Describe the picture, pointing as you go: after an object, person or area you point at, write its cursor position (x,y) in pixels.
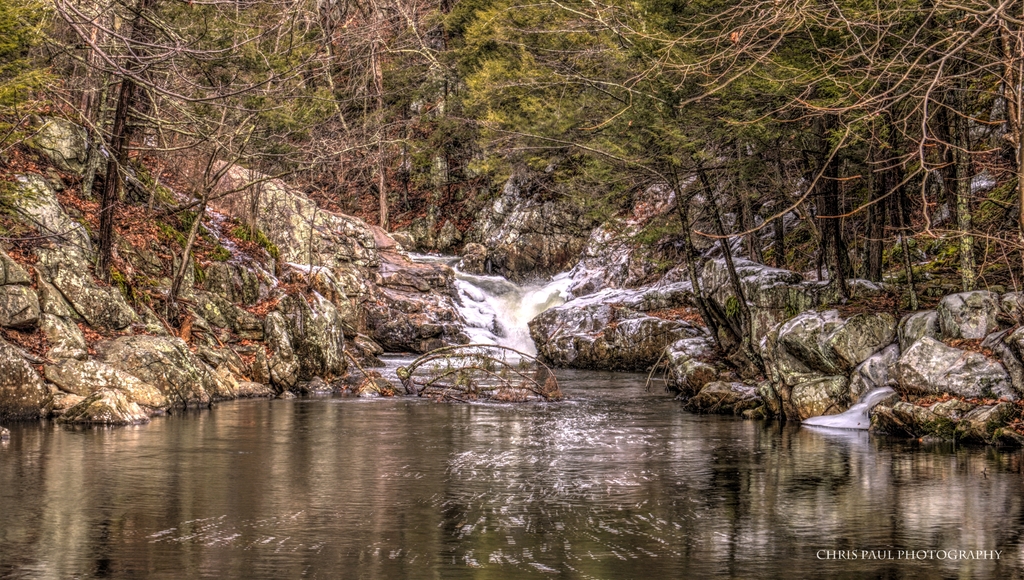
In this image we can see water (486,351). Also there are rocks (660,330). And there are trees (425,112). In the right bottom corner (872,551) something is written.
